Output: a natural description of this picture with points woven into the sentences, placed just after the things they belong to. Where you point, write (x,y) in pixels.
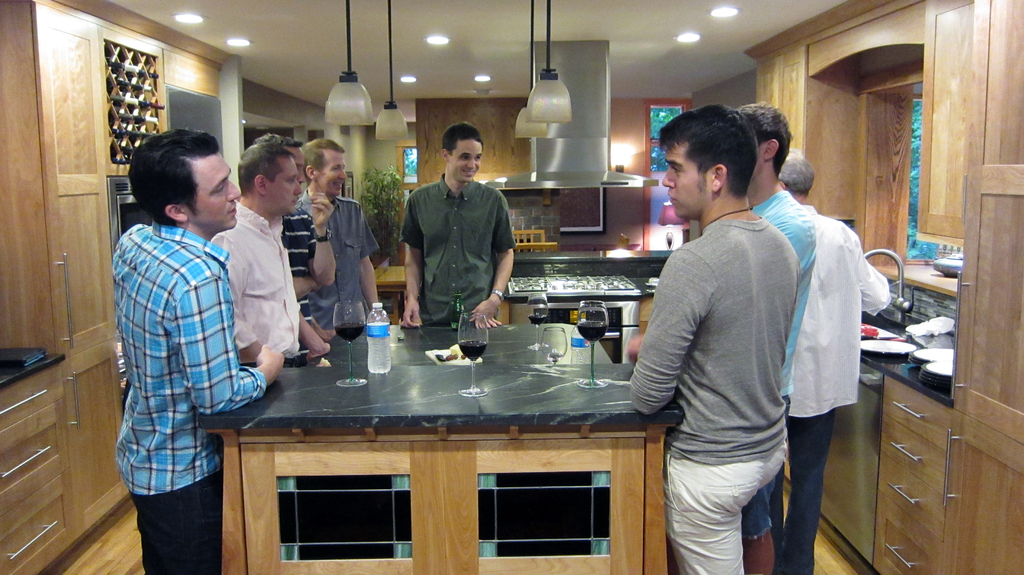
In this image I can see inside view of a room (618,315), in the room (72,224) I can see few persons (796,236) standing in front of the table (362,339), on the table (537,362) I can see glass (583,328) contain a drink (543,315) and water bottle (578,346) and I can see at the top (352,95) roof (629,82) and lights (349,80), on the right side (961,76) I can see a kitchen cabinet (999,192), on the left side (89,136) i can see wooden rack (72,324).
